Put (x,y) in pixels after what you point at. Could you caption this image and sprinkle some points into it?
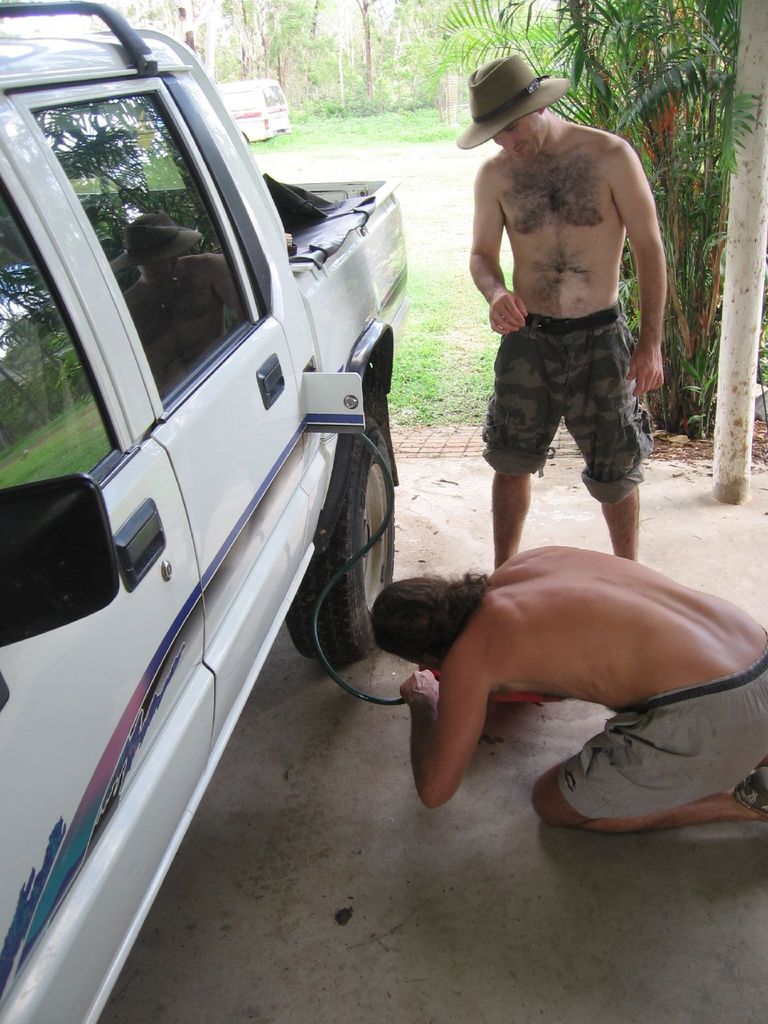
In this image I see a car (33,41) which is of white and blue in color and I see 2 men (557,163) over here and this man (540,625) is holding a thing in his hand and I see the path (737,914). In the background (635,50) I see the white pole (749,256), trees (690,348), grass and another vehicle (253,118) over here and I can also see the trees (281,58) over here.
